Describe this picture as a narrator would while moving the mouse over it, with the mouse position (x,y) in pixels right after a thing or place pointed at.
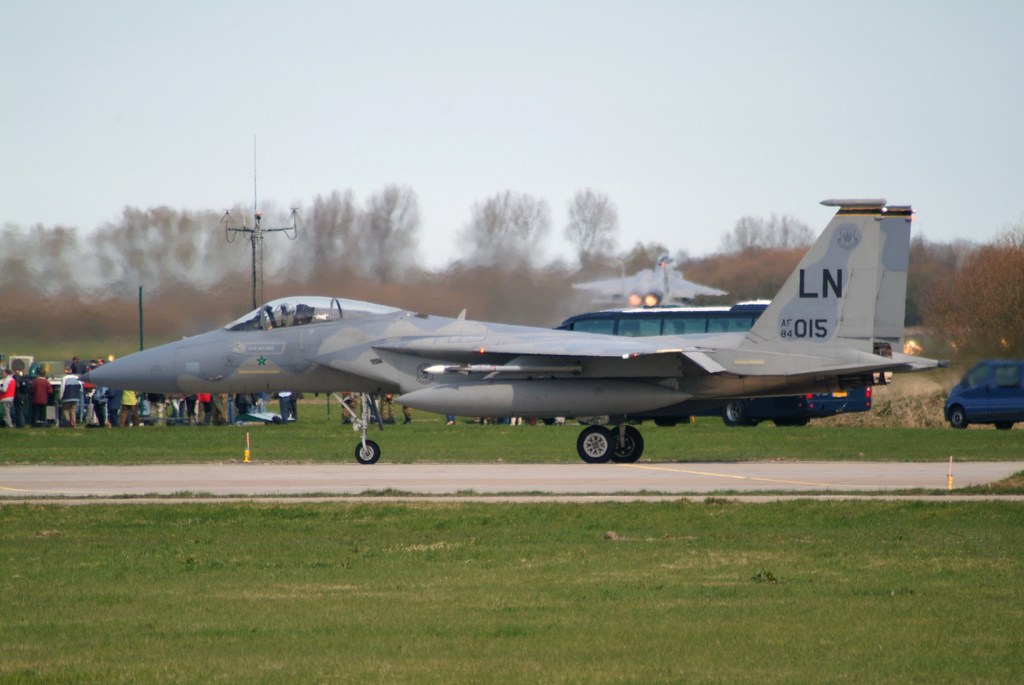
In this picture there is an aircraft (332,380) and there are vehicles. There are group of people (8,395) standing behind the aircraft (507,389) and there are trees (452,271) and poles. At the top (239,76) there is sky (320,58). At the bottom (499,573) there is grass (94,586) and there is a road (419,468).
